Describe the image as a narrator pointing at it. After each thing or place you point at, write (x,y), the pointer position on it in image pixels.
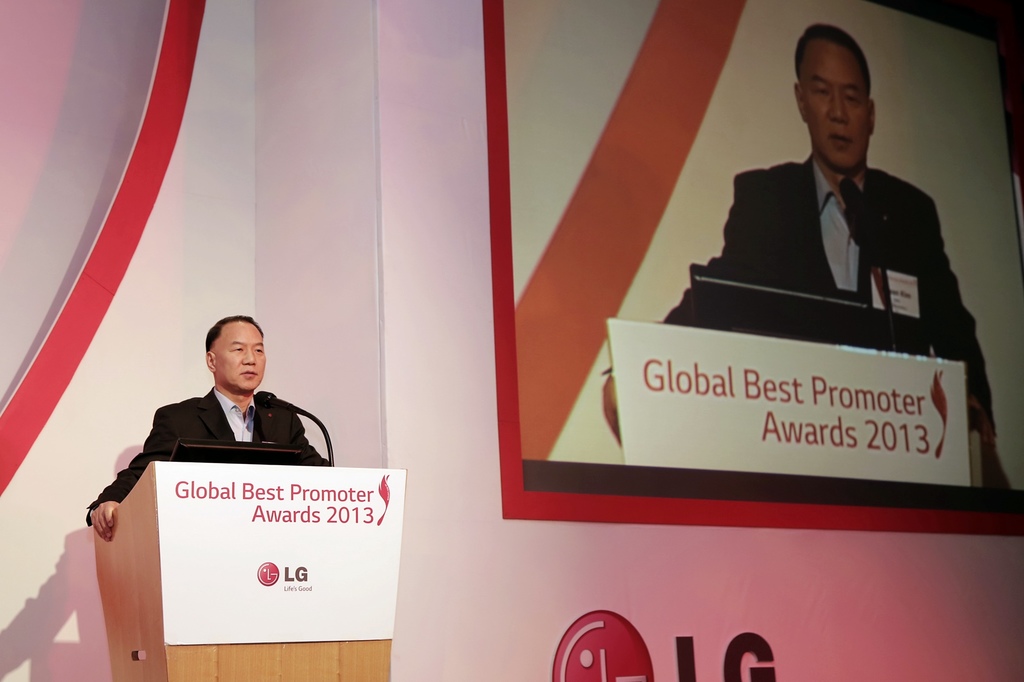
In this image there is a man (169,437) standing near the podium (260,549) and speaking through the mic (259,398). In the background (773,433) there is a screen (580,155) on the wall (468,218).
